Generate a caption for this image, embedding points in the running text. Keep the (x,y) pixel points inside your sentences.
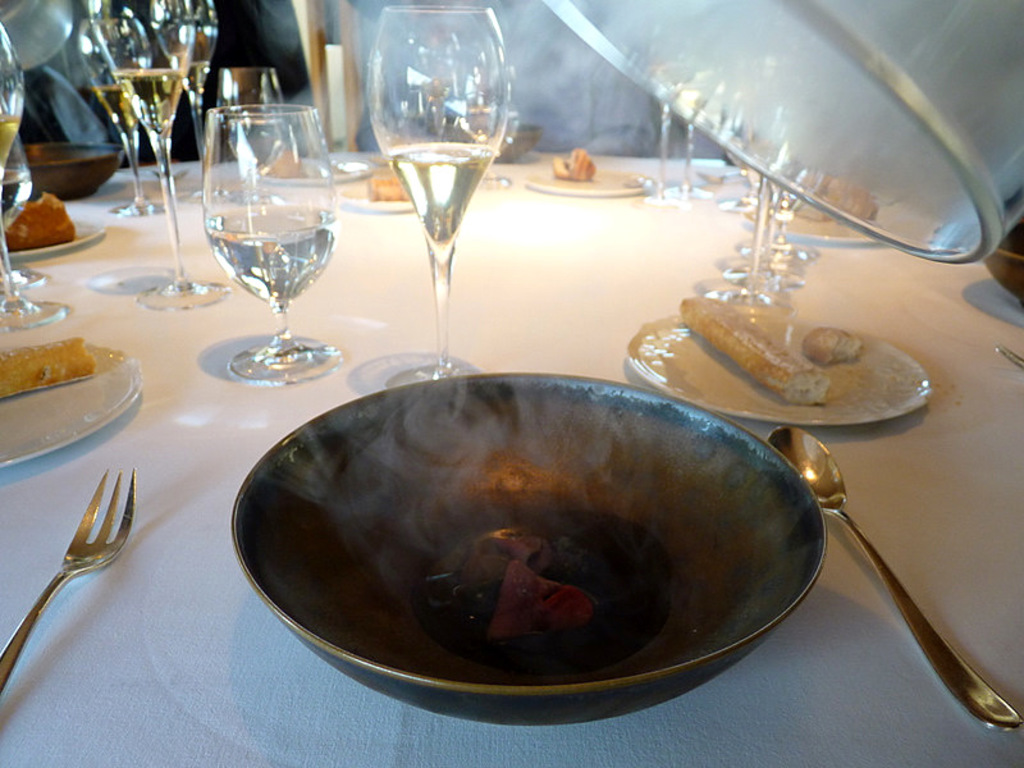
In the center of the image (543,264) we can see one table (296,694). On the table (296,696), we can see one cloth (306,681), one spoon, one fork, plates (370,201), one bowl type object (593,498), wine glasses (414,73), some food items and a few other objects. At the top right side of the image (838,80), we can see one white color object (824,69). In the background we can see smoke (430,84) and a few other objects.
